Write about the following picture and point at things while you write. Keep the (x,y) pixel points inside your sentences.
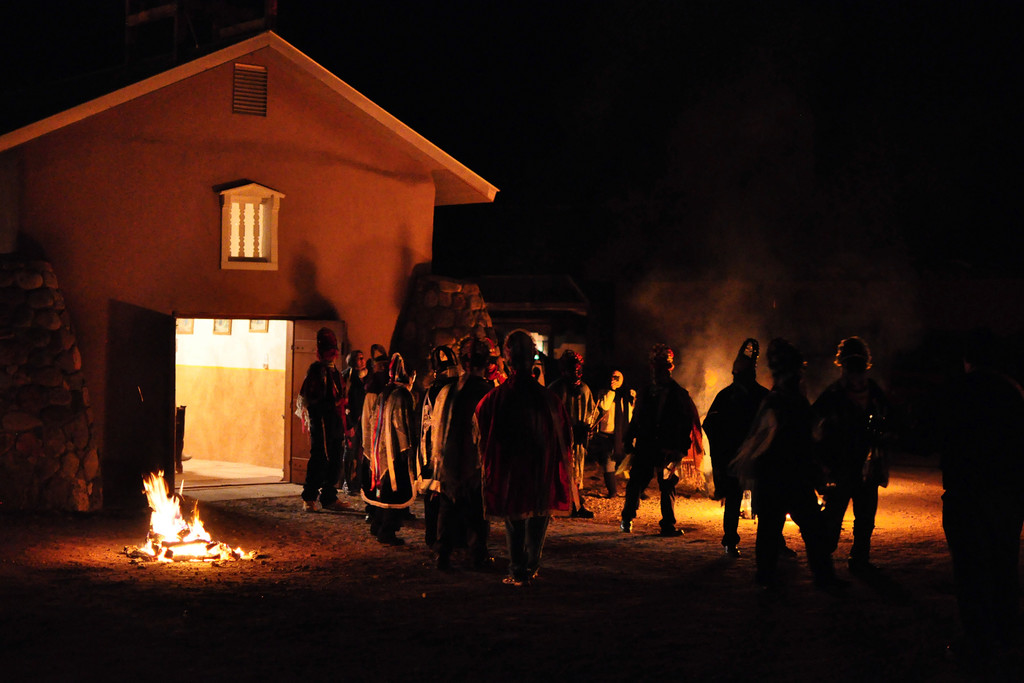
This picture is taken during night and I can see a house (349,249) and in front of the house (372,278) I can see few persons (385,522) and I can see a fire (141,545) on the floor (151,606) on the left (143,558).
